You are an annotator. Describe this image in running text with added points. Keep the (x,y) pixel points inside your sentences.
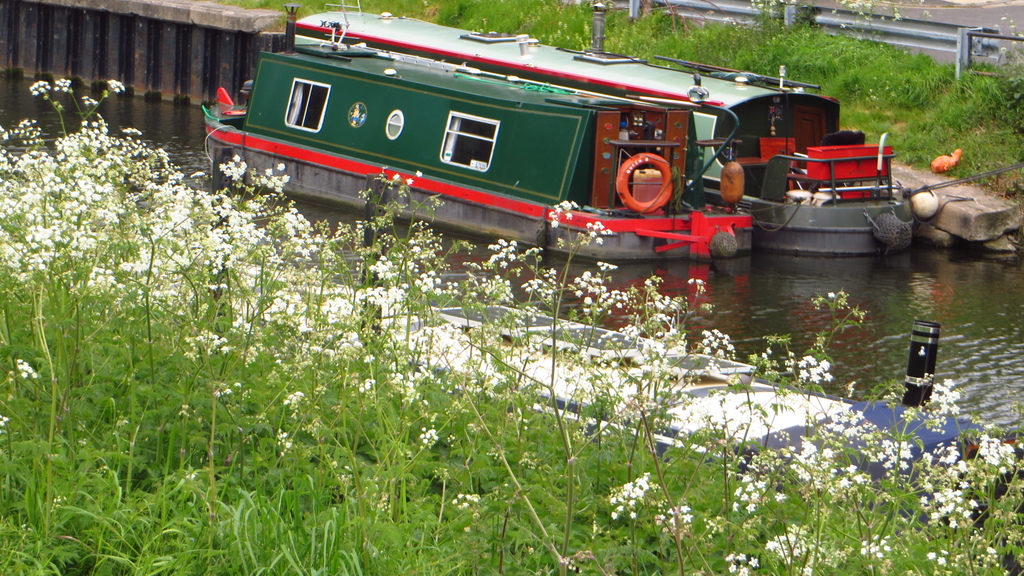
In this image, we can see boats (881,424) on the water (860,333) and in the background (898,27), there is a railing (929,28) and there is a road (1004,28) and we can see some plants (417,358) and flowers (111,157) and a wall (195,12).
